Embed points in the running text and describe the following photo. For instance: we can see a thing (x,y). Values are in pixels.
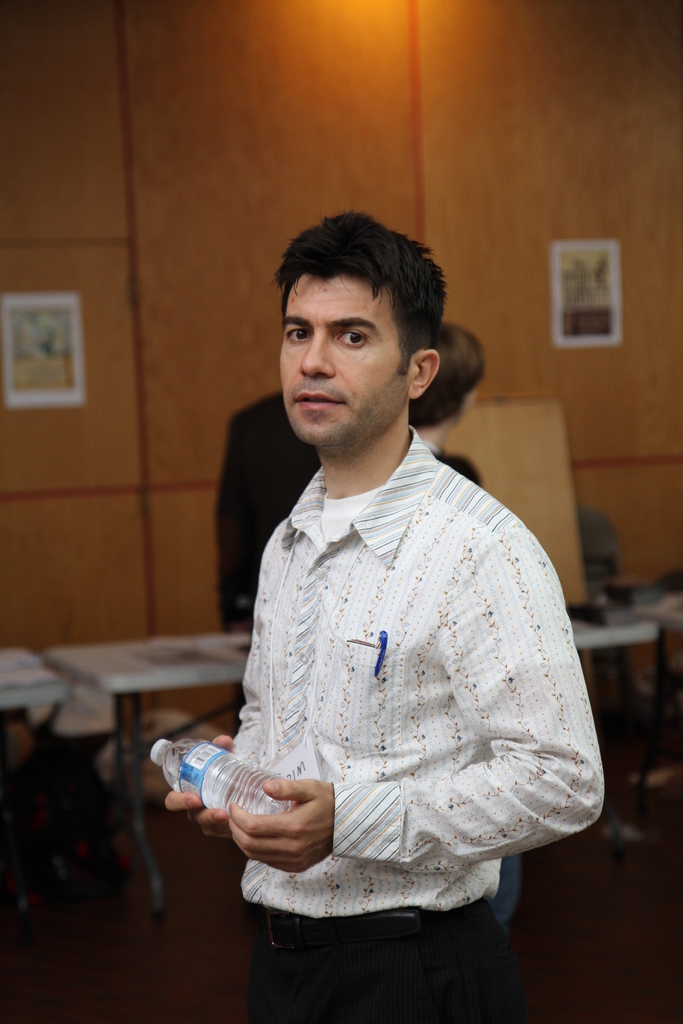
In this image we can see two persons (390,824). A man (375,877) is holding a bottle (277,804) in his hand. There is a pen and a few other objects (373,643) in a person's pocket (389,663). There are few tables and chairs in the image. There are two photos (602,301) on the wall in the image.
